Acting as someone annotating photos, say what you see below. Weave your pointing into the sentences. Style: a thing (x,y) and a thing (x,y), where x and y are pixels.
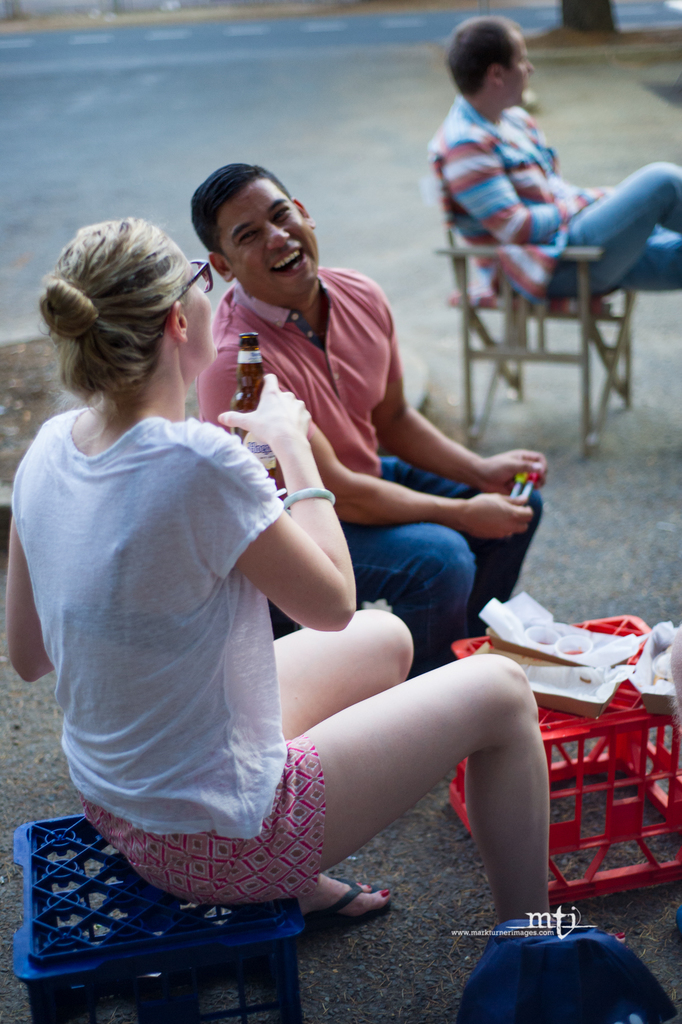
There are three persons (389,407) sitting where two (424,523) among them are holding an object (522,480) in their hands (482,499).
